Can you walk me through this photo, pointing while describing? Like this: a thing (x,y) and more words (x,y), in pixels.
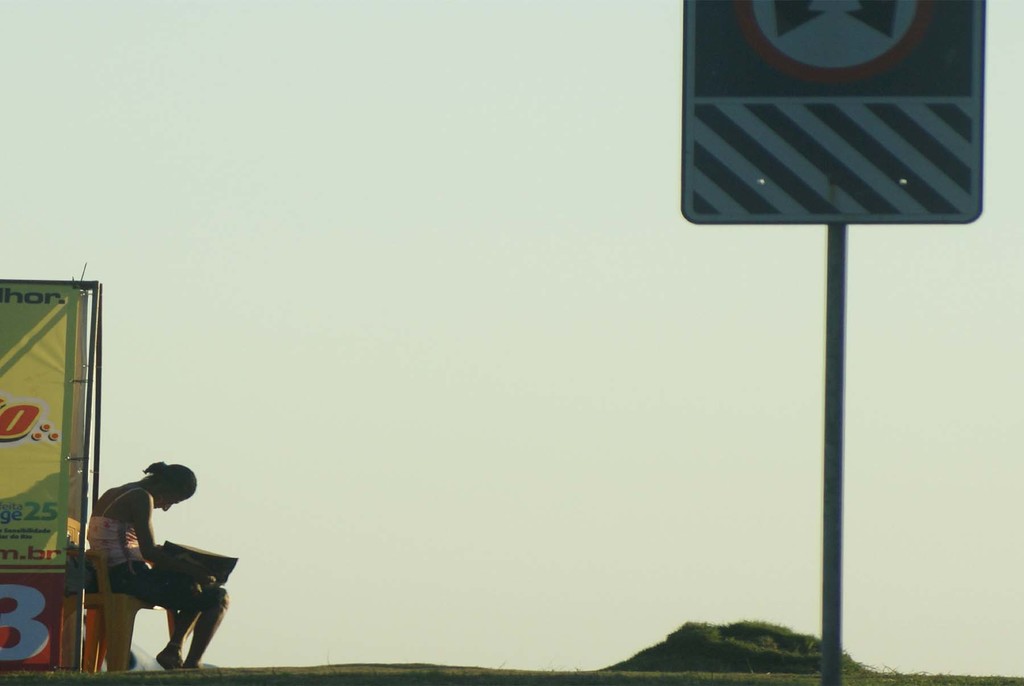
On the right side of the picture (703,15), we see a caution (841,52) in red, white and black color. At the bottom of the picture (723,650), we see the grass (651,651). On the left side of the picture (113,552), the girl (141,550) in pink top (123,538) and shorts (123,570) is sitting on the chair (91,596). She is holding a book (195,555) in her hands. Behind her, we see a board (81,443) or a tent (41,462) in green and red color. At the top of the picture (313,169), we see the sky (344,268).
